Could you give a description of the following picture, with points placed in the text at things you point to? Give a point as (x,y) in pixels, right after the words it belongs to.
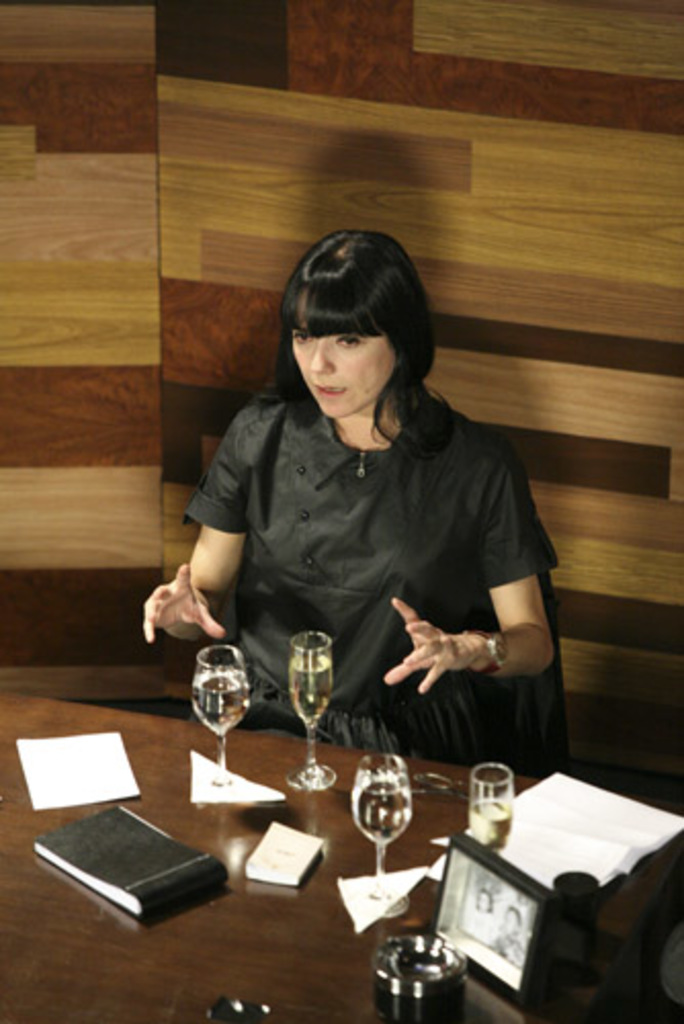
In this image, we can see a woman (363,576) is talking. At the bottom (266,1003), there is a table (230,985). Few papers (99,753), wine glasses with liquid (224,687), photo frame (508,916), few objects (107,888) are placed on it. Background (622,90) there is a wall (607,275).
